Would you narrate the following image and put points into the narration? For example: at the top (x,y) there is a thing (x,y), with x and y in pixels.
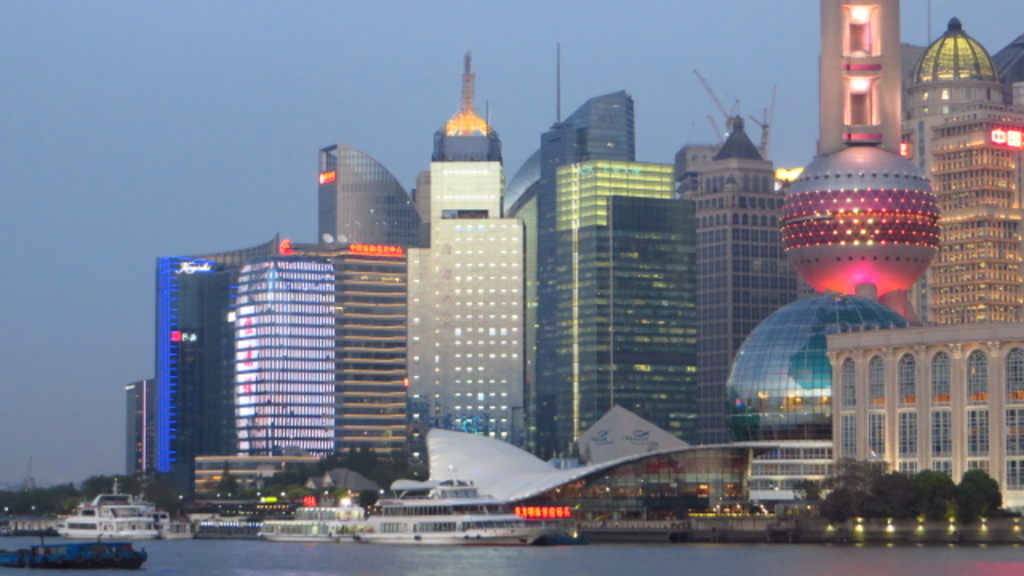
In the picture we can see water (419,545) on it, we can see some boats (75,521) which are white in color and behind it, we can see some buildings (296,425) and beside it, we can see some lights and trees (866,505) and behind it we can see some tower buildings (400,405) with glasses (255,404) and in the background (221,191) we can see a sky (48,389).
